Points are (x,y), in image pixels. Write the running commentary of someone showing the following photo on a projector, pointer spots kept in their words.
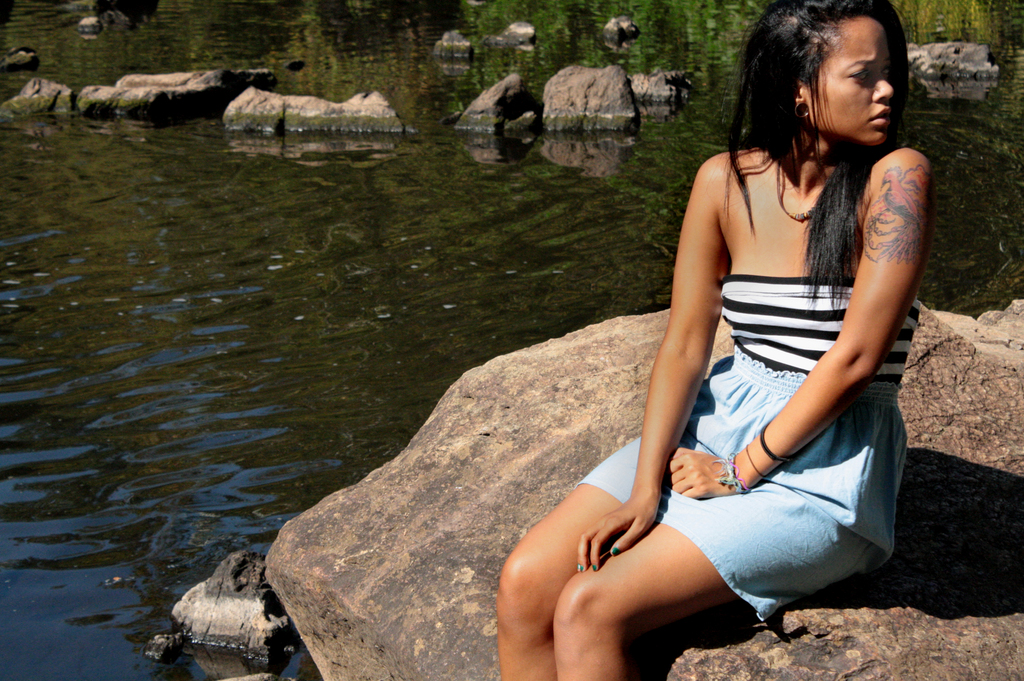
In the picture we can see a woman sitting on the rock (903,643) near the water (106,167) and in her hand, we can see a tattoo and in the water (159,564) we can see some rocks (118,94).
